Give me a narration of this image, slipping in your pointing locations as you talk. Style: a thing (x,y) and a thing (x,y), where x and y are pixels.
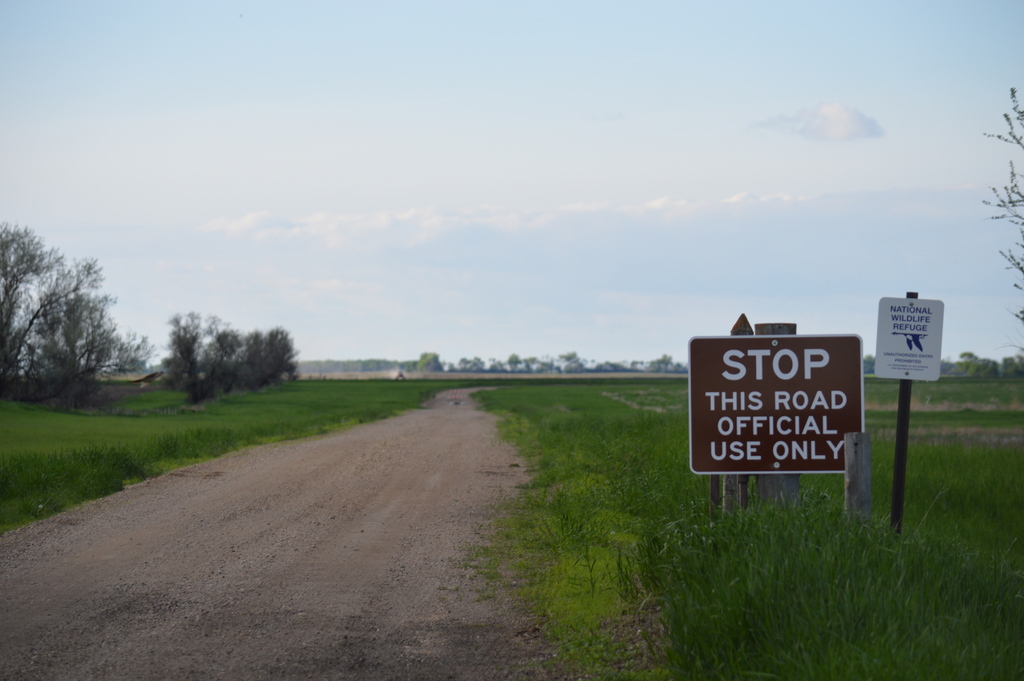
In this image there is a road (360,511) on either side of the road (454,412) there is grassland (553,419), on the right side (799,390) there are boards (830,378), on that boards (837,375) there is some text (768,391), in the background (799,300) there are trees (544,371) and the sky (563,209).
